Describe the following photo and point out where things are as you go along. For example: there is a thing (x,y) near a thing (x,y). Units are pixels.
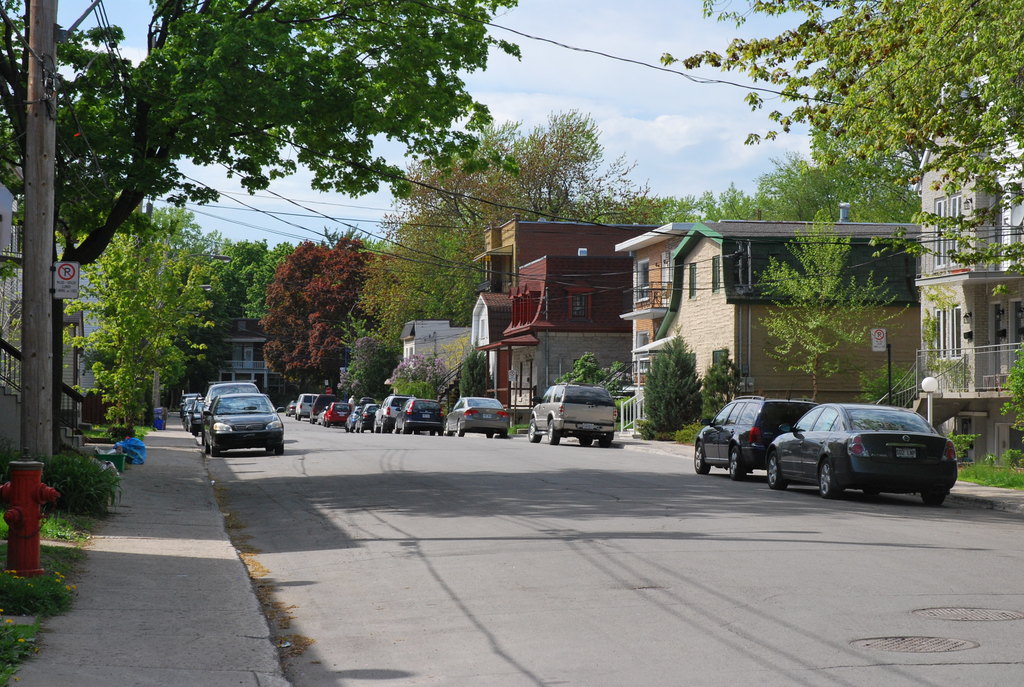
In this image we can see few cars (246,435) parked on the side of the road (428,438), on the right side (963,289) there are few buildings (663,328), light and sign board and trees (684,217) and on the left side of the image (40,232) there is a wooden pole (38,245), a fire hydrant (41,505), trees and in the background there are wires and sky (597,84).
